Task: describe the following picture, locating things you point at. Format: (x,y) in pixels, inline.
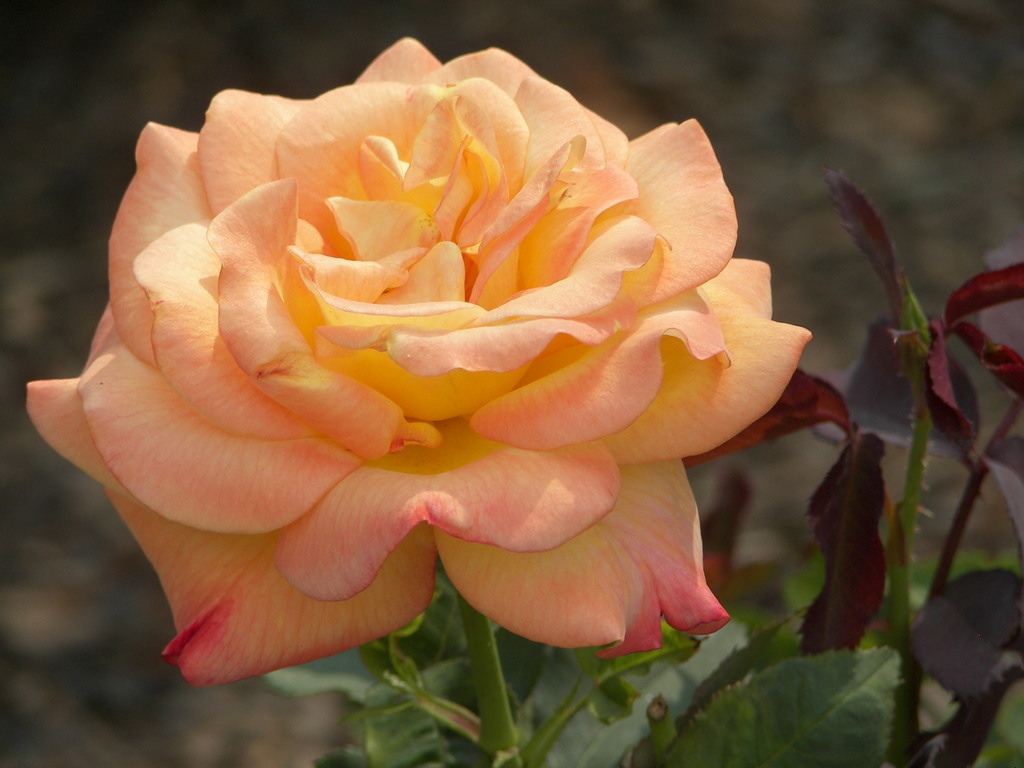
In this image there is a plant (724,655). There are leaves (826,632) and thorns (918,513) to the stem (494,703). There is a rose (270,334) to the stem (482,632). The background (98,647) is blurry.
